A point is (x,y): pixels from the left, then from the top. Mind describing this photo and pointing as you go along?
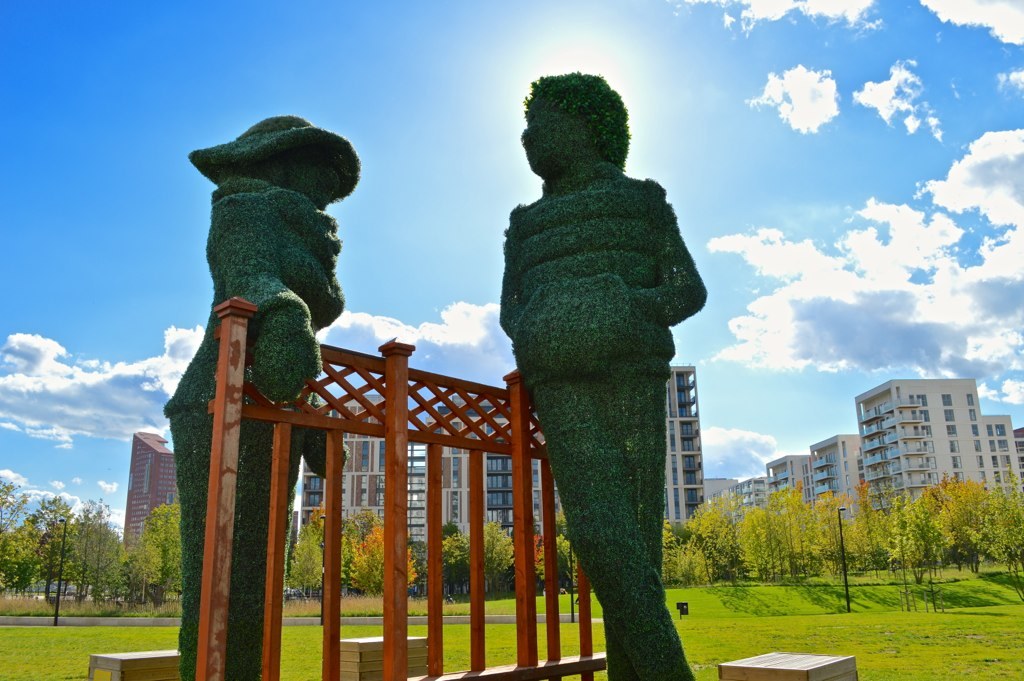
In this image there are two depictions of a woman (277,385) and a person (619,497) made with plants (534,328), in the middle of them there is a wooden structure (339,496), around them there are stools (366,646). In the background (573,550) there are trees (717,535), poles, buildings (828,440) and the sky (717,268).
